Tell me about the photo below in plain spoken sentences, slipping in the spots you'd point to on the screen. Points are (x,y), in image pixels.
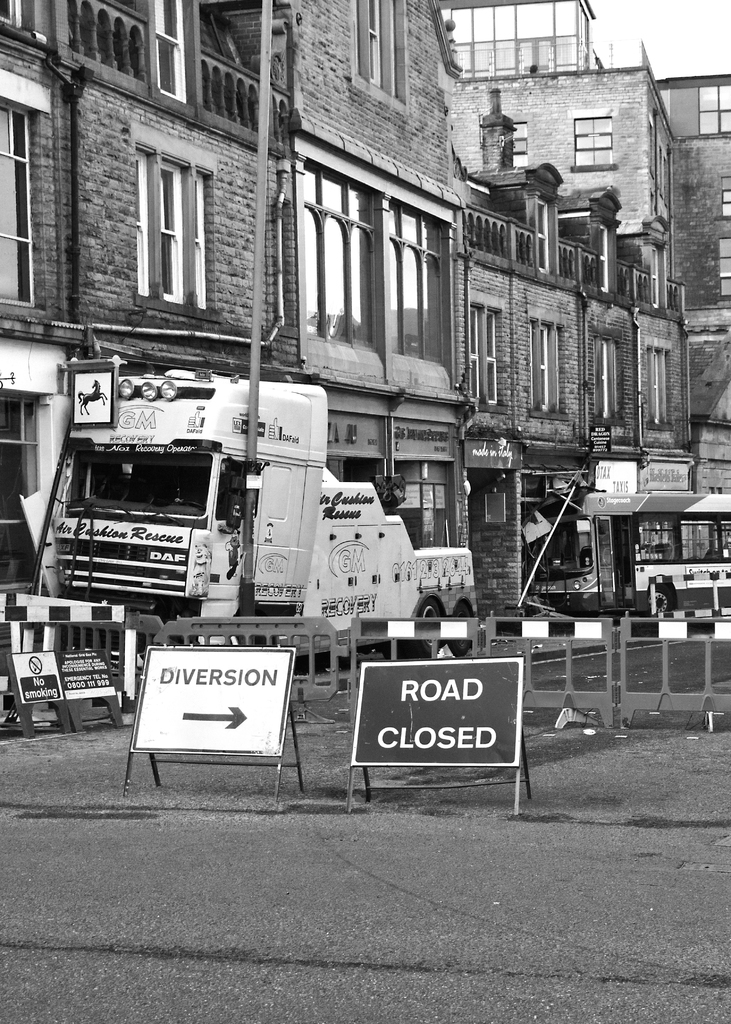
This is a black and white image. We can see some buildings (382,255), vehicles (202,537) and some boards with text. We can see the ground (444,1004) and some barri cades (666,672). We can see a pole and the sky (649,31).
